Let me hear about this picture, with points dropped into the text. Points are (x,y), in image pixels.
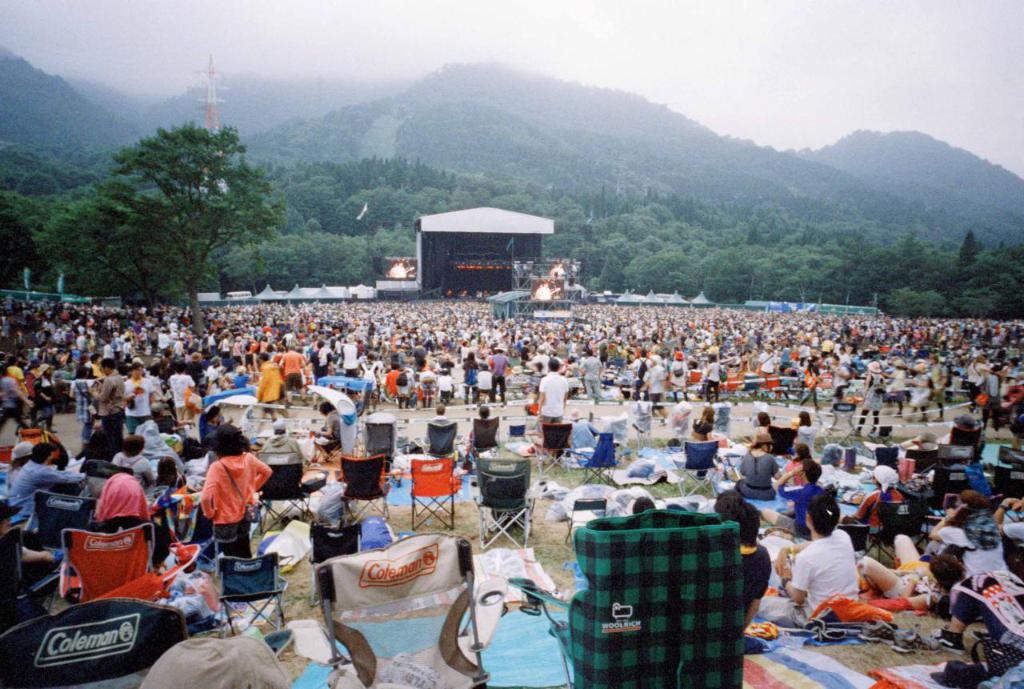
In the foreground of the picture (9,467) we can see people (23,477), chairs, grass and tree (207,256). In the middle of the picture (505,268) there are hills (478,169), trees (621,251), stage (473,265), canopies (322,291), people (958,335) and various objects (568,279). At the top (265,10) there is sky (348,37). On the right (964,288) there are trees (821,254). On the left (213,68) it is a cell phone tower (214,116).
